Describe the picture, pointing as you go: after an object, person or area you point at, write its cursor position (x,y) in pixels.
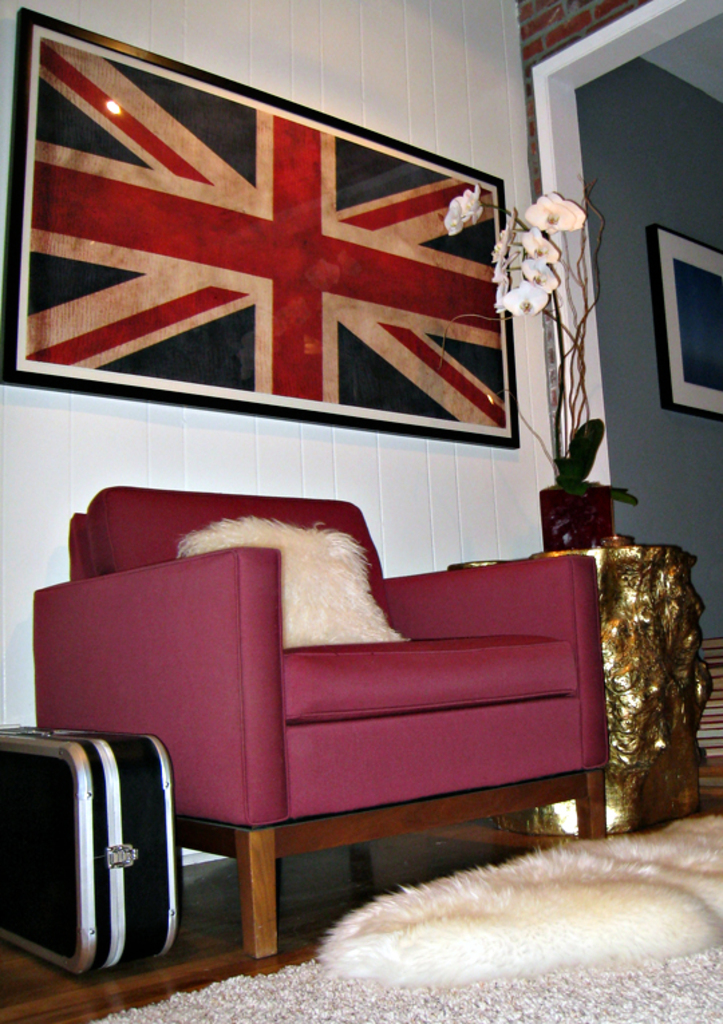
In this picture we can see a red color sofa (514,699) and a pillow (329,603) on it and beside the sofa (322,502) there is a desk (664,577) in golden color on which there is a flower vase (554,530) and a floor mat (462,928) in front of it.
